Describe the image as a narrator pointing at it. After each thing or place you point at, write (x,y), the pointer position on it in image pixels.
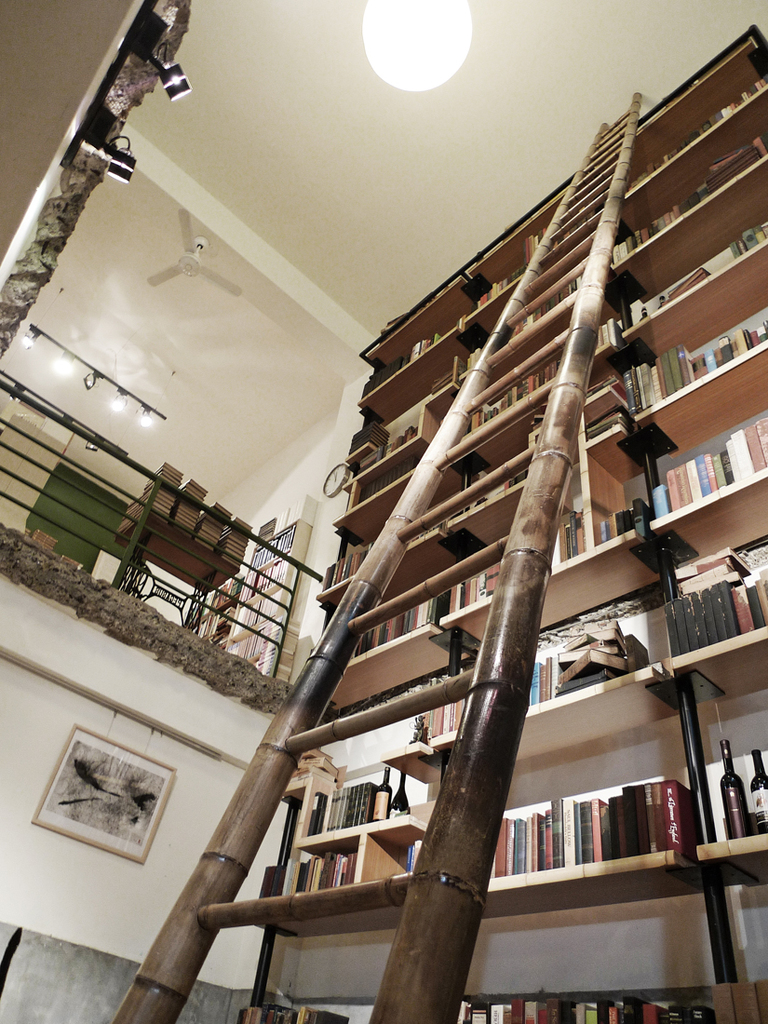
In the image we can see there is a wooden ladder (409,995) and there are lot of books (685,837) kept in the racks (665,561). There are wine bottles (741,789) kept in the rack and there are lights (419,56) on the top (413,74). There is fan (209,272) kept on the top (203,264).
